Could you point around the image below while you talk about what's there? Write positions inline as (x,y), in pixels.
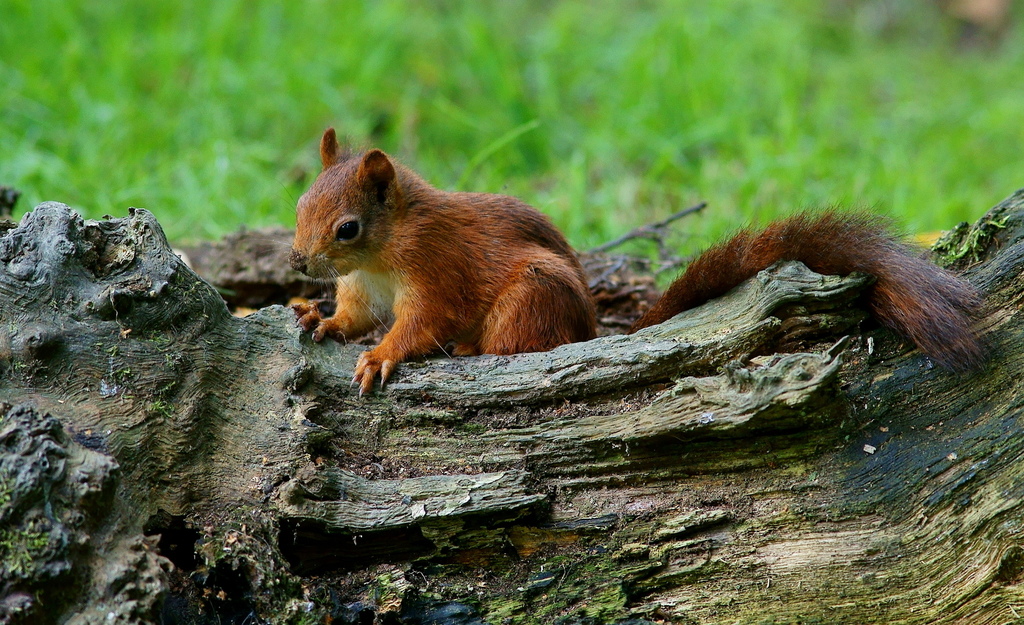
There is a brown color squirrel (504,254) standing on a tree trunk (447,480) and the background (329,80) is greenery (440,78).
